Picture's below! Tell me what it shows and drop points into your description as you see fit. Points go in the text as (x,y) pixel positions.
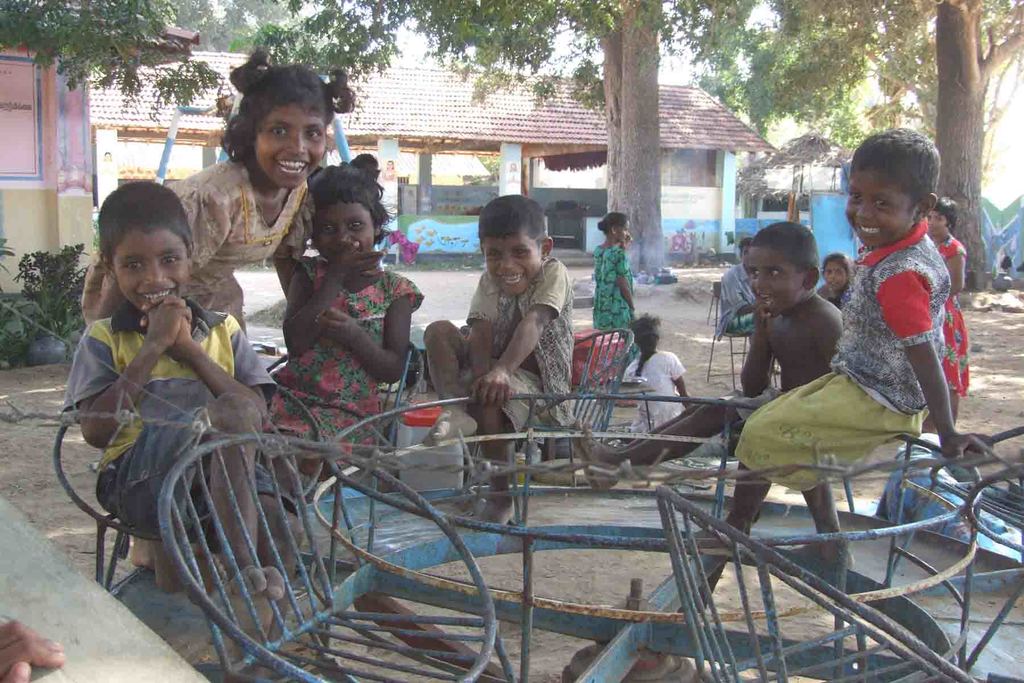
In the foreground (847,455) I can see a group of kids (847,455) are sitting on the seats (454,616) of a metal wheel (869,550). In the background (15,301) I can see plants (70,275), grass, houses (515,147), trees (638,140), group of people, fence (833,226), shed (471,154), vessels (648,273) and the sky (415,61). This image is taken may be during a day.
